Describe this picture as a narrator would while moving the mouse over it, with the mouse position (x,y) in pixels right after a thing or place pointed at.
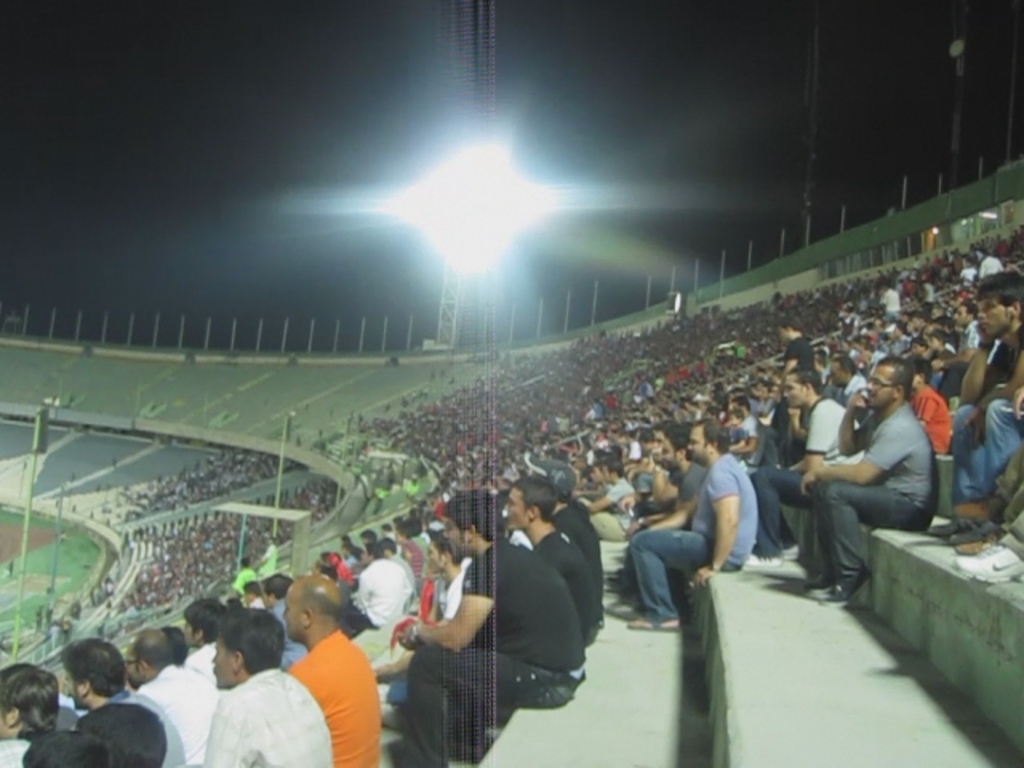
The picture is clicked in a stadium (746,579). In the foreground of the picture (702,642) there are people (403,526) and staircase (975,635). In the background (459,207) there are flood lights (478,168). Sky (387,145) is dark.
